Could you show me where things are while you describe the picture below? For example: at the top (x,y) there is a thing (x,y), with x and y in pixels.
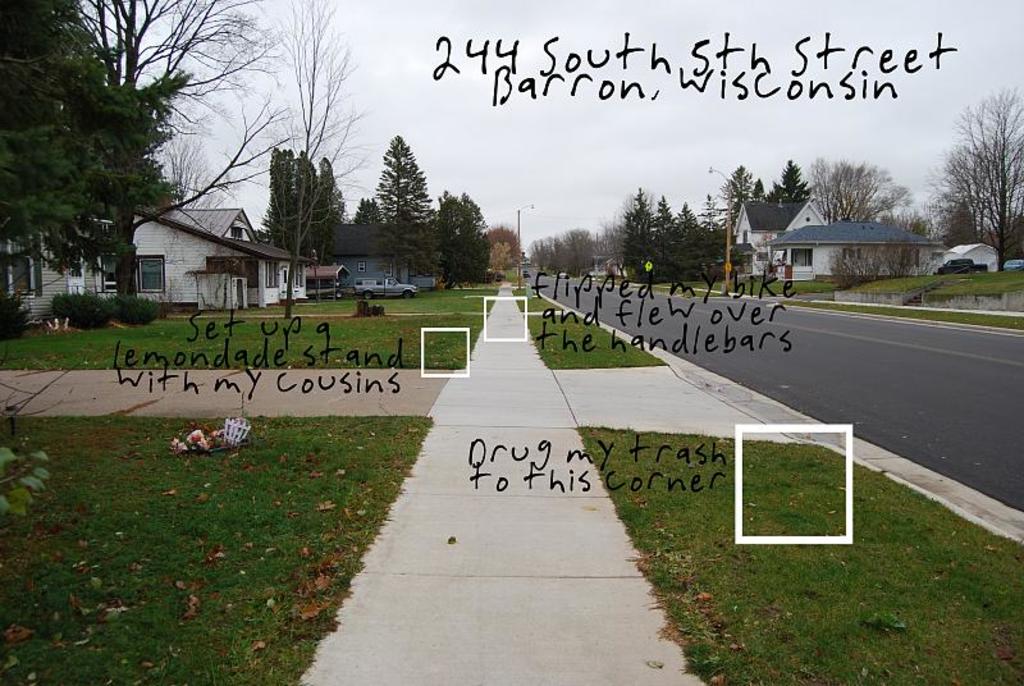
In this image there is a road (800,318) on the right side (790,352). There are houses (745,232) on either side of the road (766,350). In front of the houses (247,303) there is a garden (301,333) in which there are plants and grass (248,525). There are trees (436,223) in between the houses (376,267). At the top (566,117) there is the sky (574,112). In the middle (667,321) there is some text (549,54) written on the image.
